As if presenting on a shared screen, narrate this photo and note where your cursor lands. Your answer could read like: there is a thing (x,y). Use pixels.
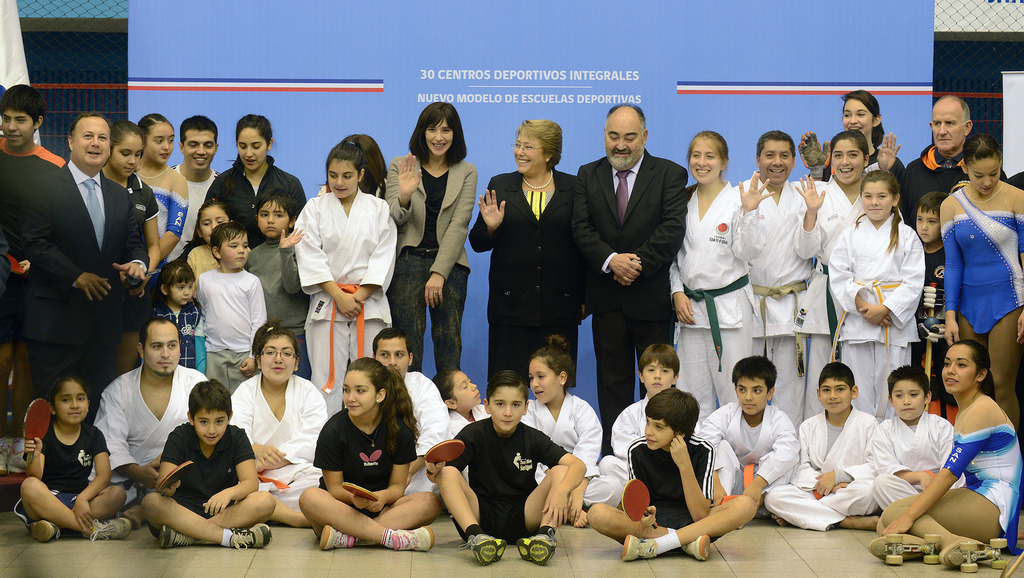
In this image we can see a group of people (703,311) standing on the floor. On the bottom of the image (500,463) we can see some people (623,463) sitting. In that some people (436,490) are holding the rackets (48,415). On the backside (609,81) we can see a board (612,98) and a fence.
